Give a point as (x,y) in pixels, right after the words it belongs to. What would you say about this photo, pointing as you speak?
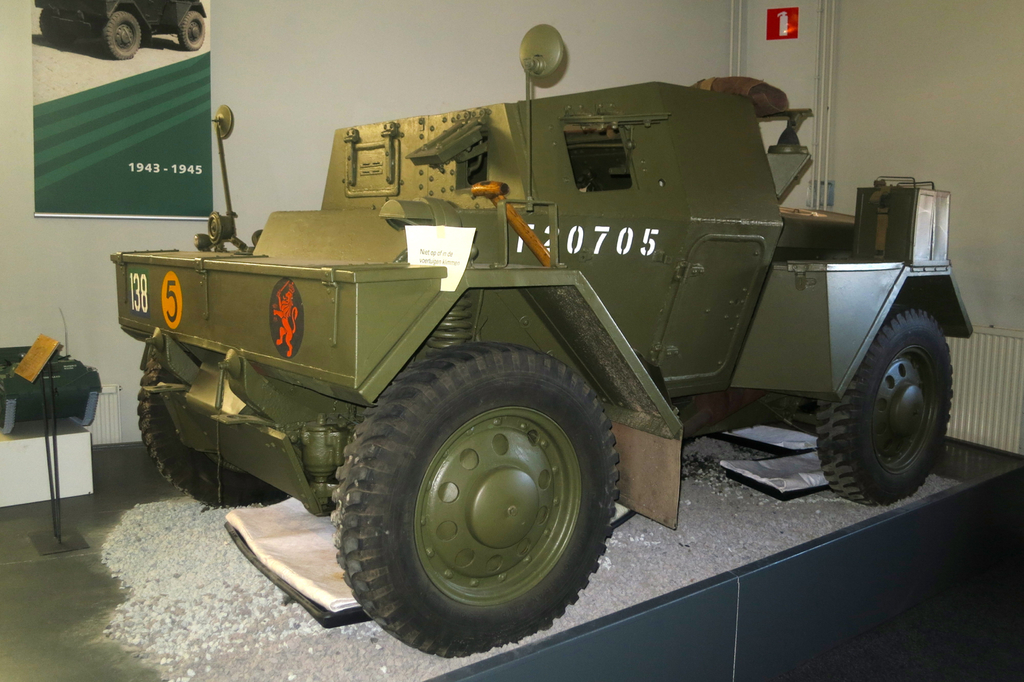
In this image in the foreground (163,497) I can see an armoured car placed on the surface (687,565) and the background (764,51) is a wall (514,82).
